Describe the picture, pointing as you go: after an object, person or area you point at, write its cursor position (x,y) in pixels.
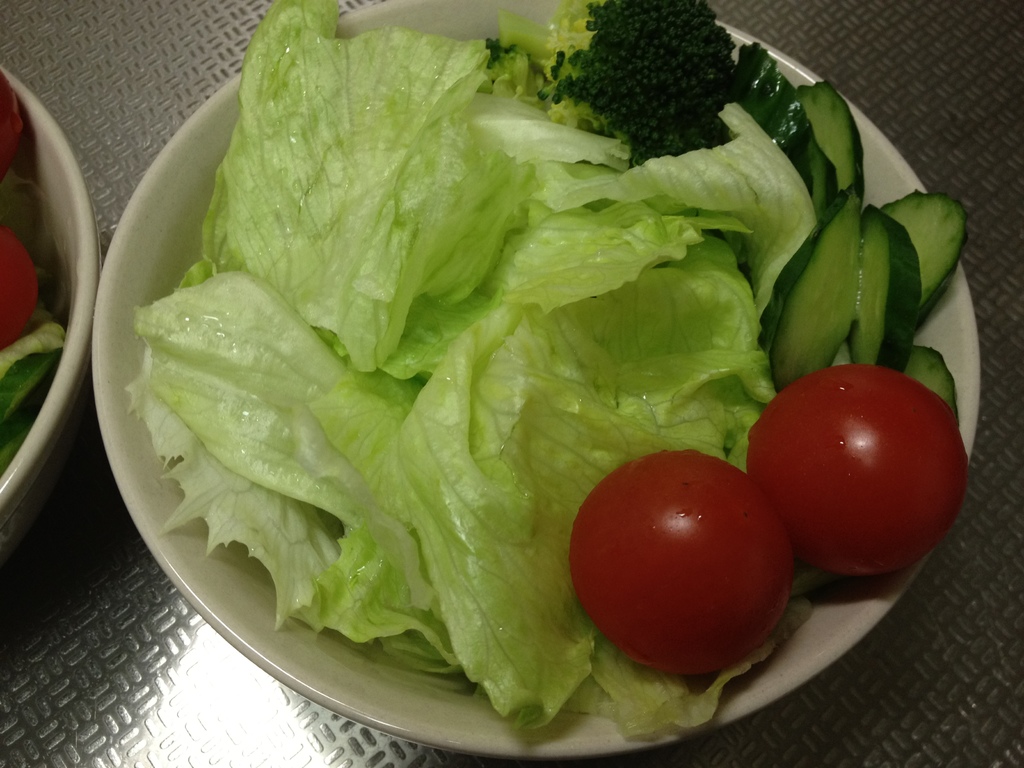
In a bowl (666,21) we can see lettuce leaves (302,293), two red tomatoes (701,502), cucumber pieces (818,231) and broccoli (651,114). On the left (19,417) we can see vegetables (5,117) in a white bowl (61,436). In the back (164,717) we can see table (279,746).
